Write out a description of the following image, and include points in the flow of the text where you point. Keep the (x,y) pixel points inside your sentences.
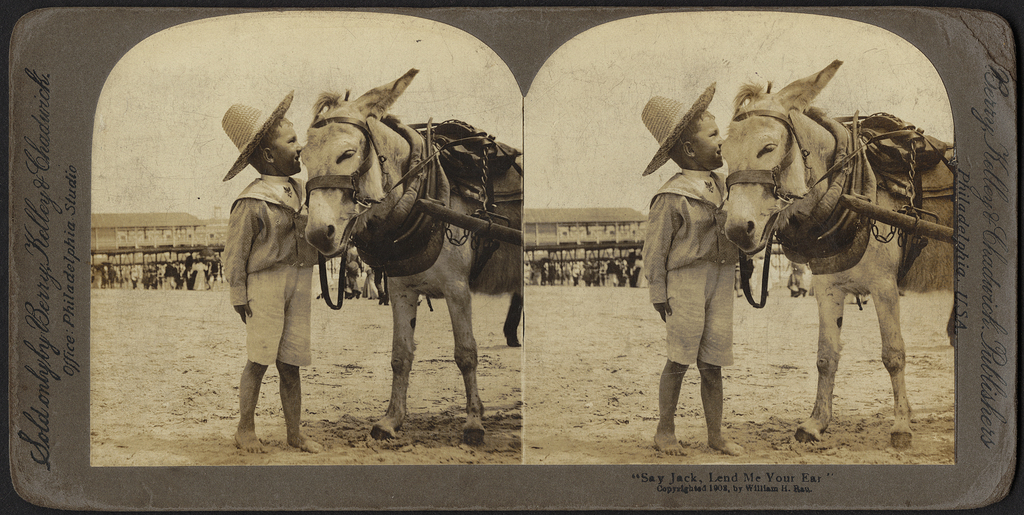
This is a black and white image. In this image we can see collage pictures of person (284,204) and donkey (471,242) on the sand (511,367).
